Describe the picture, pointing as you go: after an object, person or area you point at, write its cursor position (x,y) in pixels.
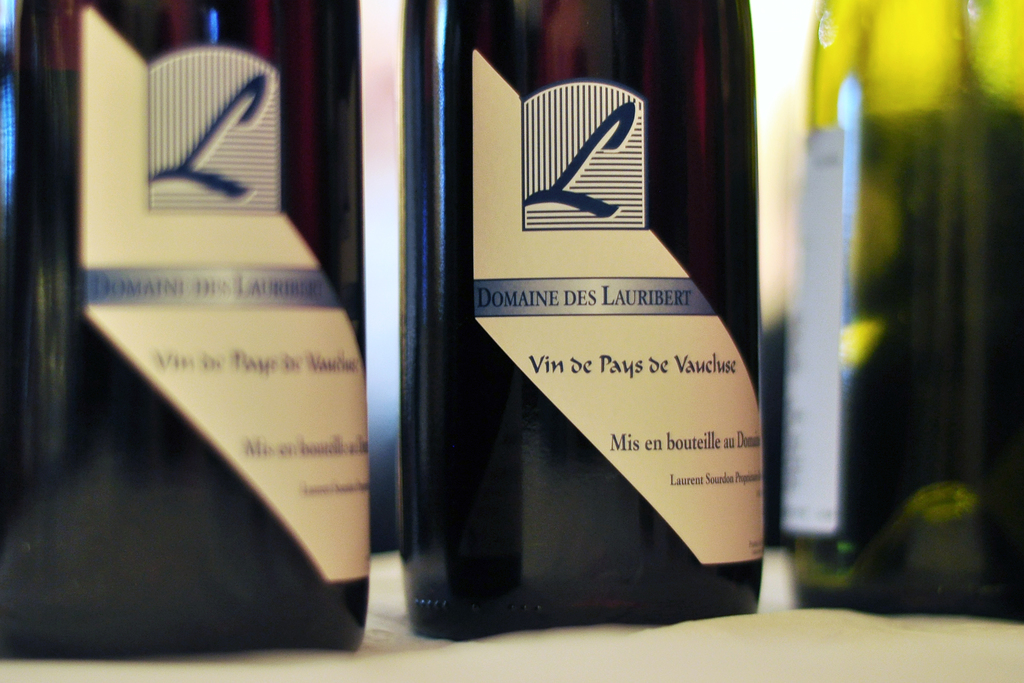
There are three bottles (896,304). One bottle (925,209) is in yellow color. On these two bottles (275,321), there is a text (349,368) written on it.
